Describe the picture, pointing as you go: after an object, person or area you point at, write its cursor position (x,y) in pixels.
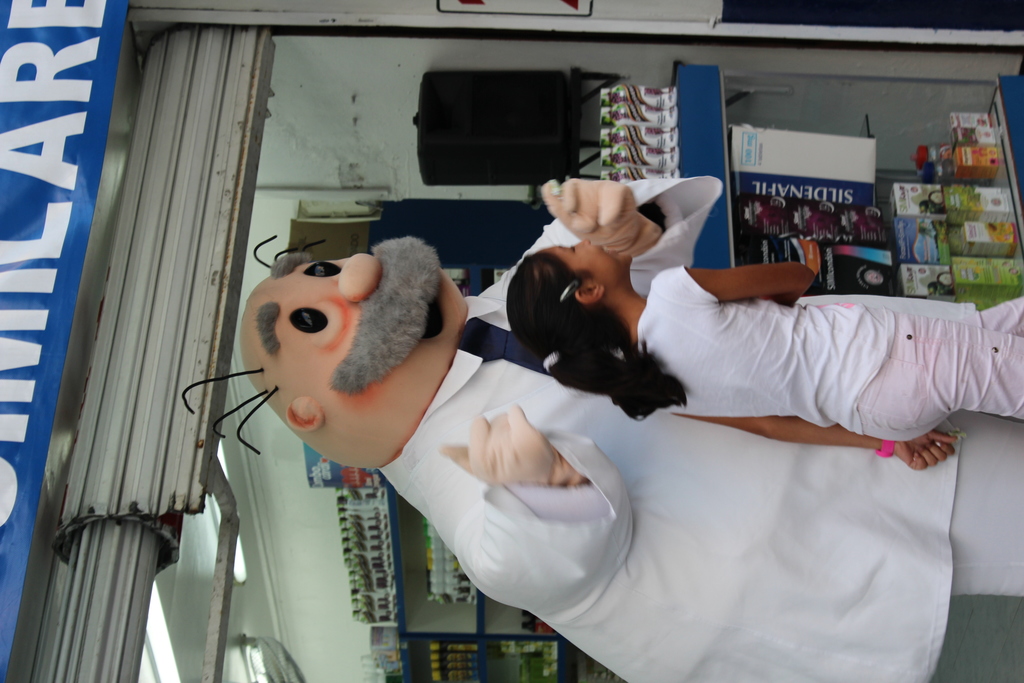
In this image in front (792,344) there are two persons (679,426). Behind them there are objects (470,594) on the shelf's (466,624). In the background of the image (315,581) there is a wall (254,492). On top of the image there is a light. There is a shutter (127,343).
